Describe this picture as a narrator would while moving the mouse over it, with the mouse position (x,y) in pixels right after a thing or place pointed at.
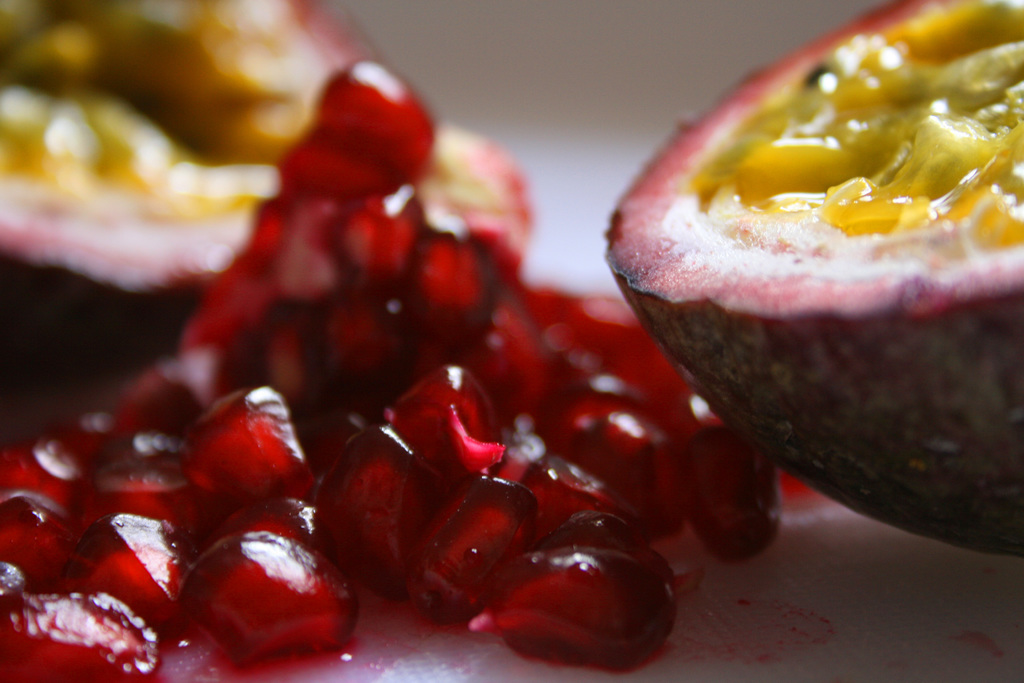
In this image we can see group of fruits (467,266).
